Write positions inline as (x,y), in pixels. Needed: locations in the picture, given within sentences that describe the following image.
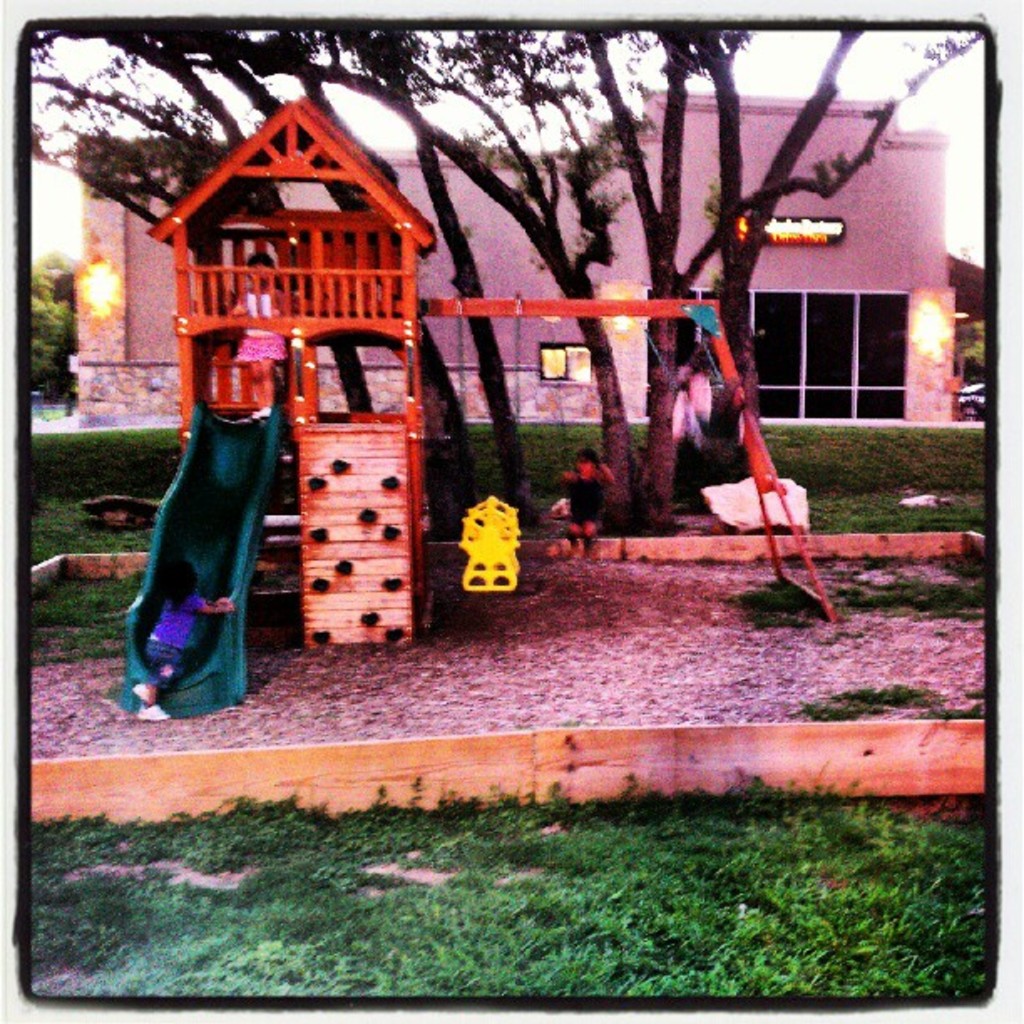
In this image we can see a child (597,515) on a swing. We can also see a house (308,494), some children (147,683) a slide (187,649), and grass (794,614). On the backside (666,435) we can see some trees (594,223), plants (858,475), a building (764,395) and the sky (642,71).
